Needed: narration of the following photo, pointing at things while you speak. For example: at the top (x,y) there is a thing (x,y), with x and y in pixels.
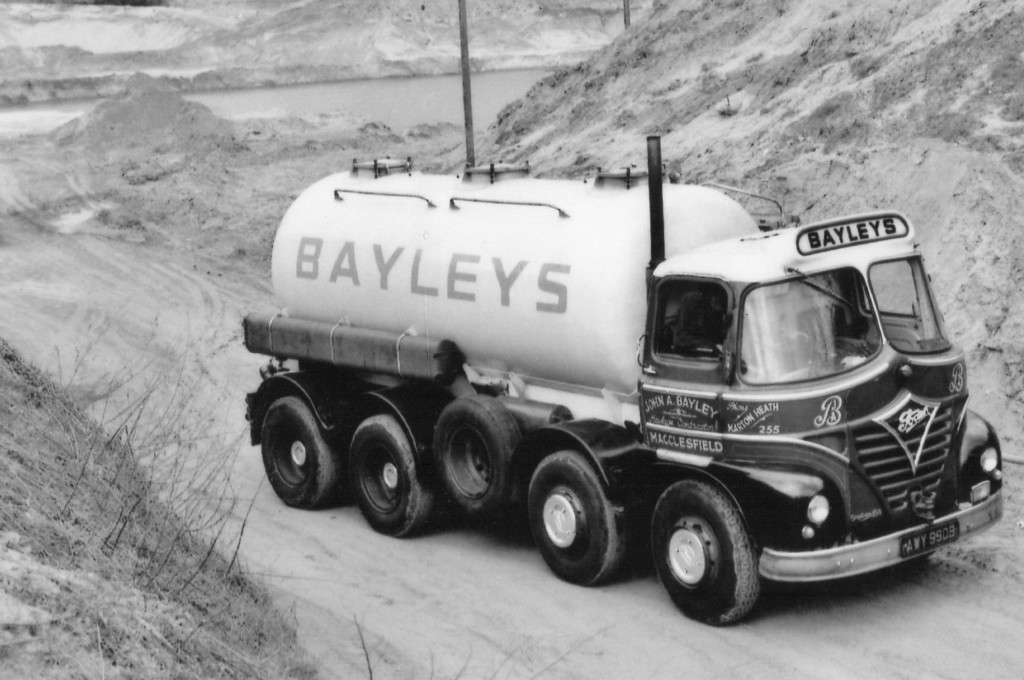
In this image we can see the motor vehicle (374,345) on the road (421,562), wooden sticks (465,94) and dried plants (150,394).
